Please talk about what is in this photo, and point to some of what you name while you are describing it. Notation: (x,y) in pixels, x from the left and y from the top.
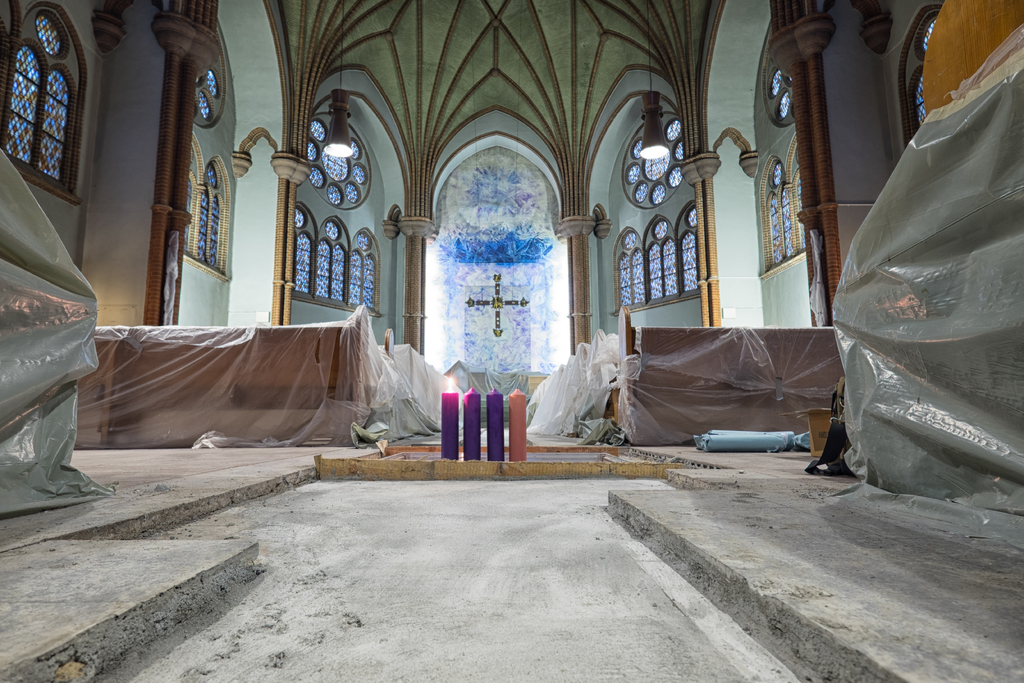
This is an inside view of a church (322,249) and here we can see lights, cross (501,300), candles (453,408) and one of them is lighted and we can see boxes (72,359) which are packed. At the bottom (423,604), there is a floor (465,578).
